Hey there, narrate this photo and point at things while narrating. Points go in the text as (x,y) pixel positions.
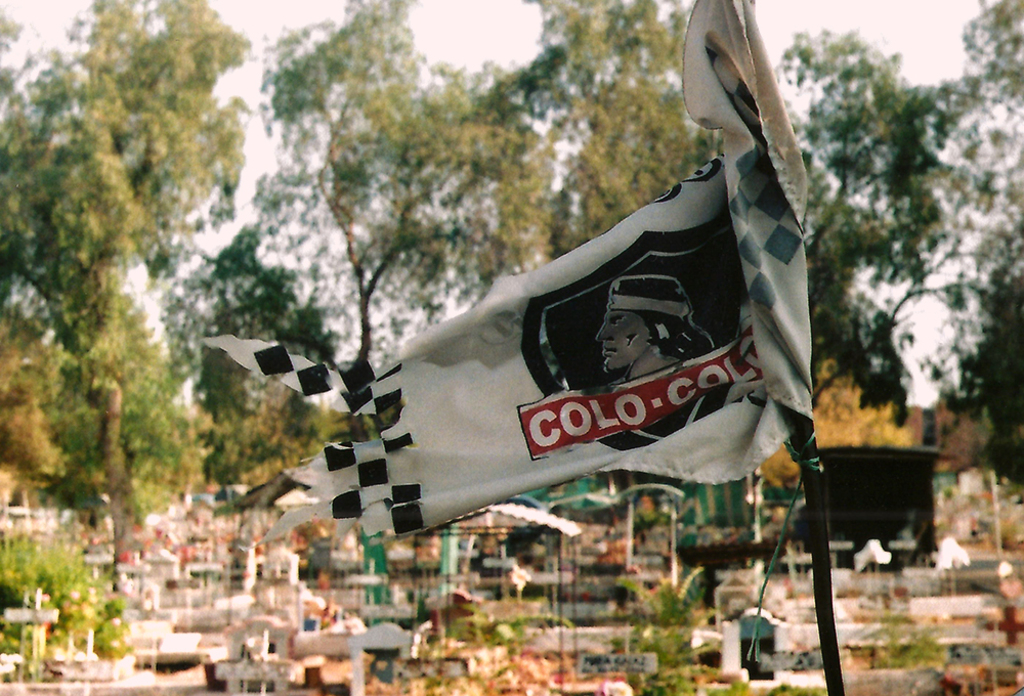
In this picture we can see some text (598,406) and an image (603,331) of a person (608,335) on a flag (582,430). This flag (582,430) is visible on a pole (829,667). We can see a few graves (183,624) in the graveyard (484,619). There are plants (18,550), trees (452,275), other objects (878,552) and the sky (799,106).
